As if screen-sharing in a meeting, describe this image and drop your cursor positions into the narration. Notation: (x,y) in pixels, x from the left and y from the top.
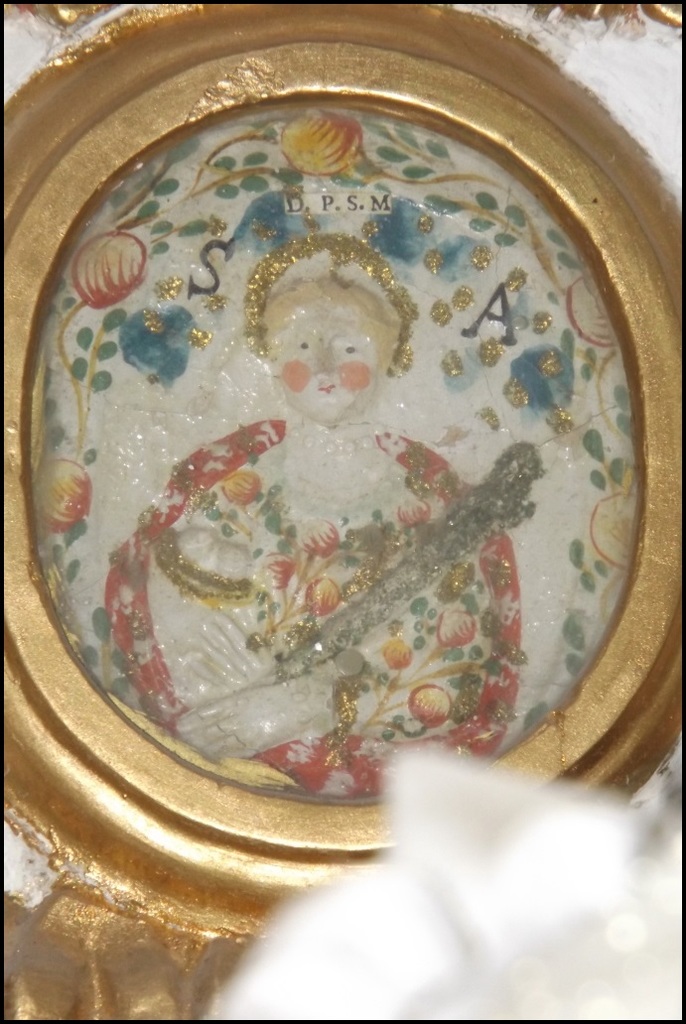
In this image there is a wall (588,86) with a painting (274,604) and carvings (299,58) on it.
